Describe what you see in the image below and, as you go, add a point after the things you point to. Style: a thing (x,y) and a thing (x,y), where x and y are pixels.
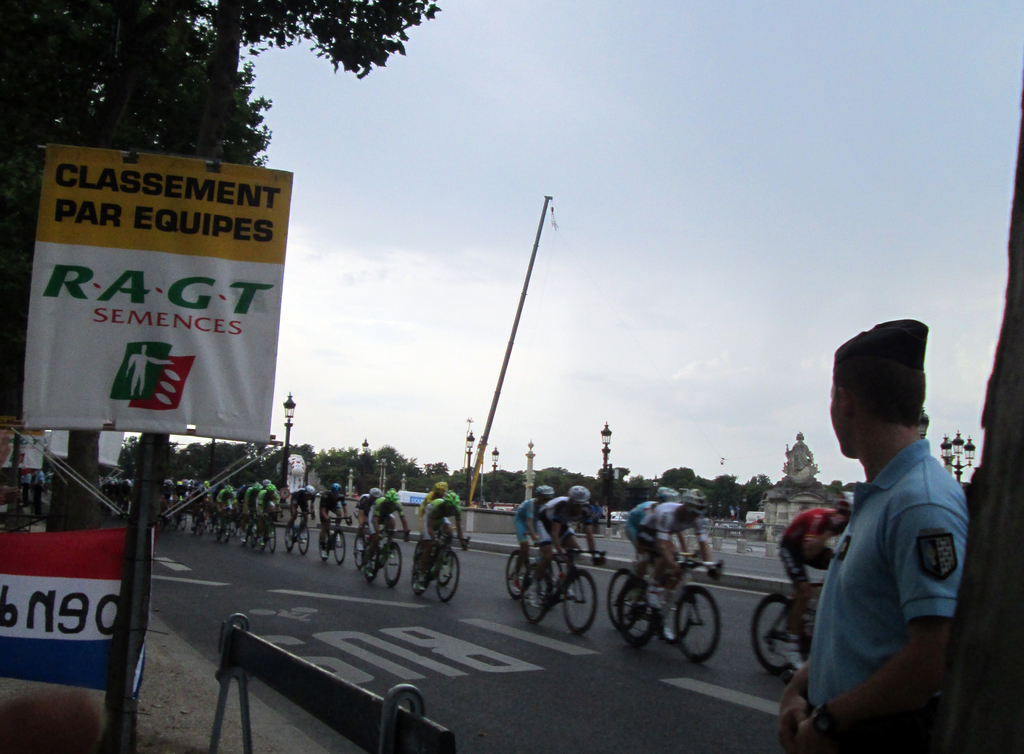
In this picture we can see group of people (443,528) riding bicycle (620,608) on road (342,601) and here person (864,504) is watching them and in background (312,447) we can see trees (748,482), pole (473,477), sky (452,313), banner (236,277).
